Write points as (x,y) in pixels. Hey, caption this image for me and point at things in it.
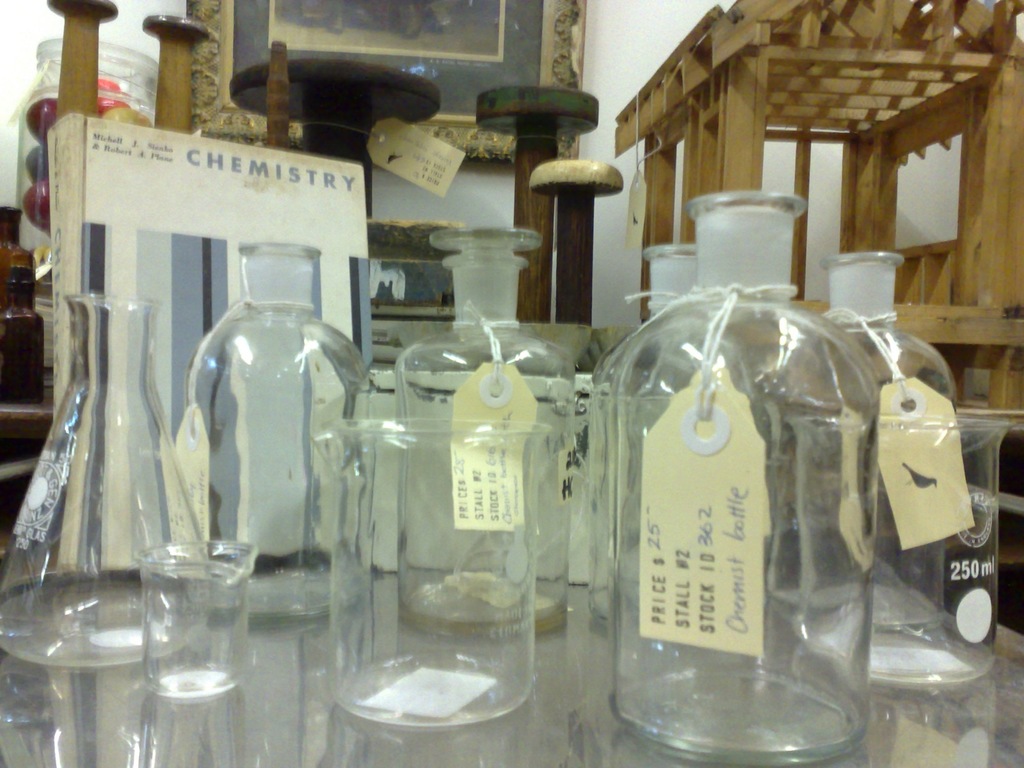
In this picture there are empty glass bottles (863,361) which are kept on the table (185,647), there is a board (344,295) at the left side of the image (240,145) the word chemistry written on it.
